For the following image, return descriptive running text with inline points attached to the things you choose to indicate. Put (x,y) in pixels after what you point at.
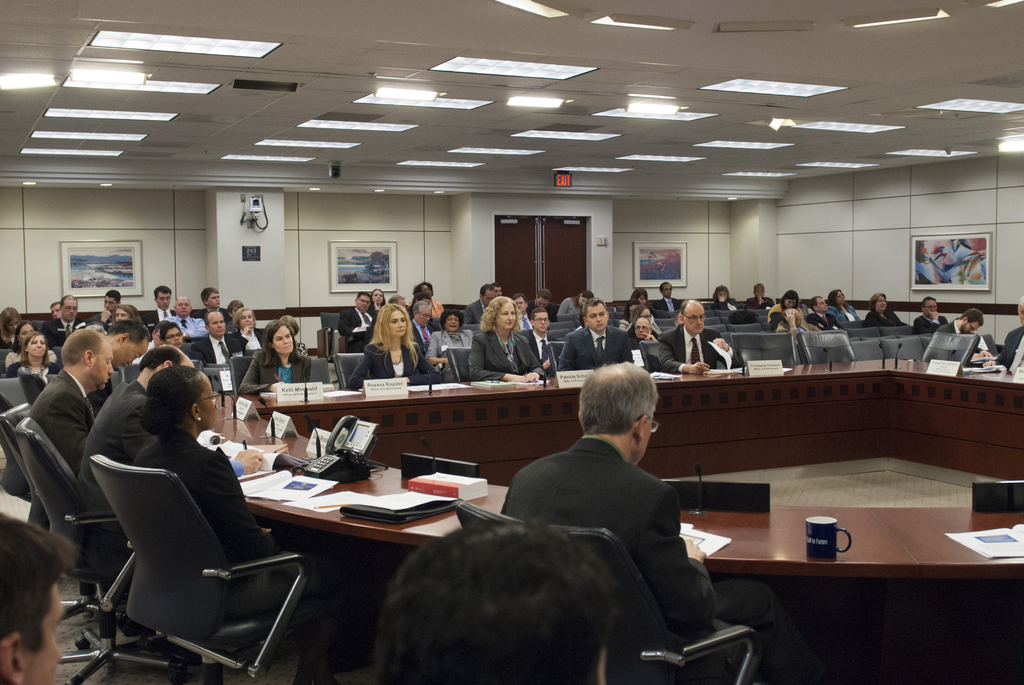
In this image in front (441,616) there are people (663,578) sitting on the chairs (151,524). In front of them there is a table (467,414). On top of the table (792,557) there are name boards (374,387). There are files (356,512), papers (278,484), cups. There is a landline phone (348,465). Behind them there are few other people (238,302) sitting on the chairs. In the background of the image (101,270) there are photo frames (99,254) on the wall (46,260). In the center of the image (562,254) there is a door (532,261). On top of the image (434,101) there are lights (508,103).
